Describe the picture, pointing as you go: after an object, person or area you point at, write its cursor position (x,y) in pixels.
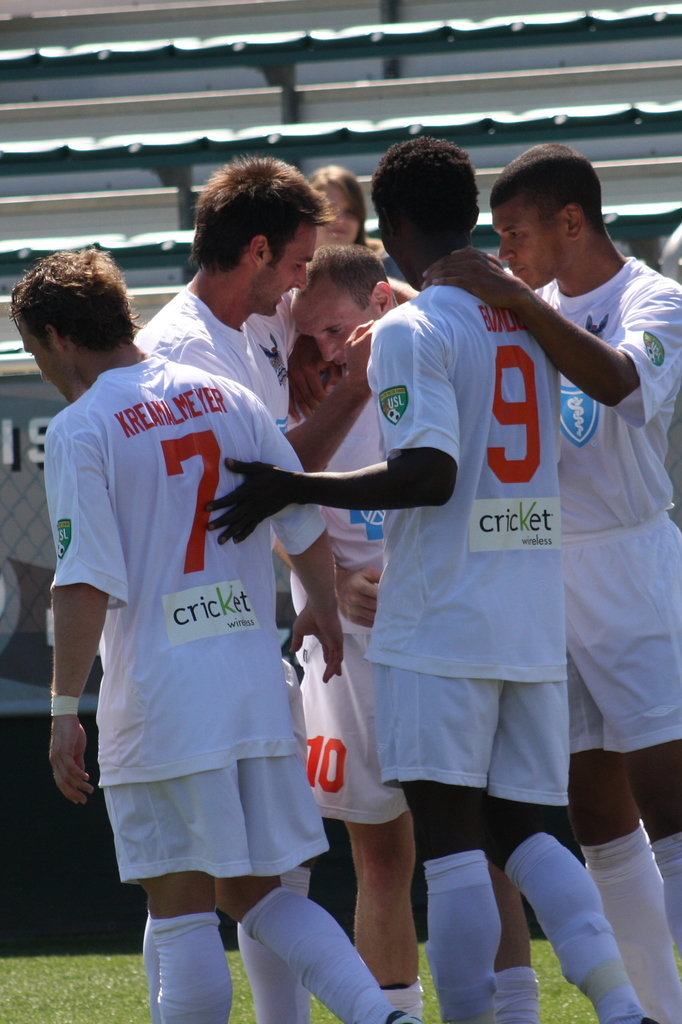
There is a group of people (348,396) standing and wearing a white color dress (316,514) in the middle of this image (257,487). We can see there is a seating area (283,147) in the background (392,103).
